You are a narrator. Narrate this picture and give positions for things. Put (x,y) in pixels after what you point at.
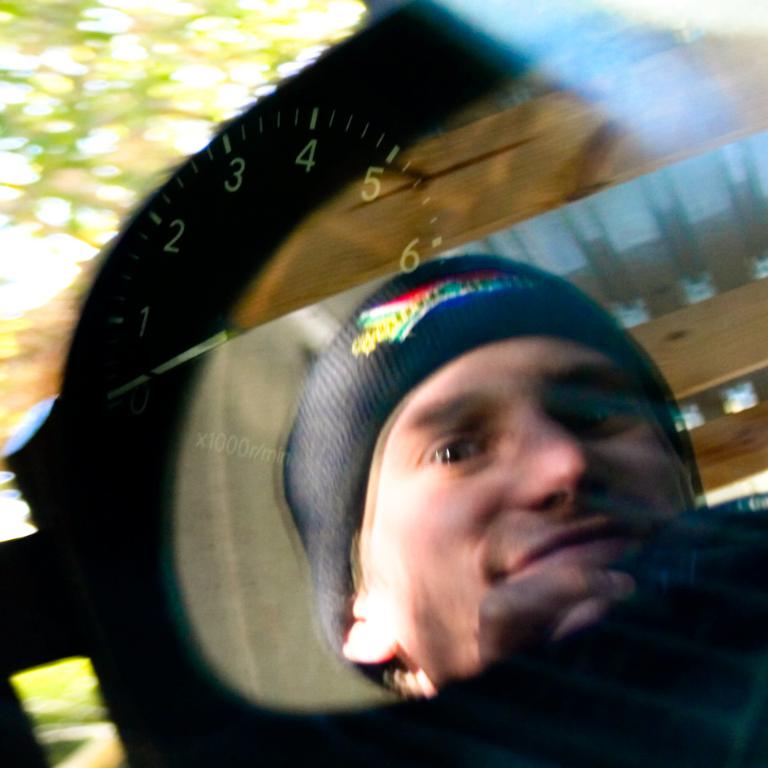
In this image there is a meter indicator (342,272) covered with a glass (452,470). On glass (398,486) there is a reflection (424,430) of a person (417,412) wearing a cap (326,370). Background (101,131) there are few trees (64,139).
